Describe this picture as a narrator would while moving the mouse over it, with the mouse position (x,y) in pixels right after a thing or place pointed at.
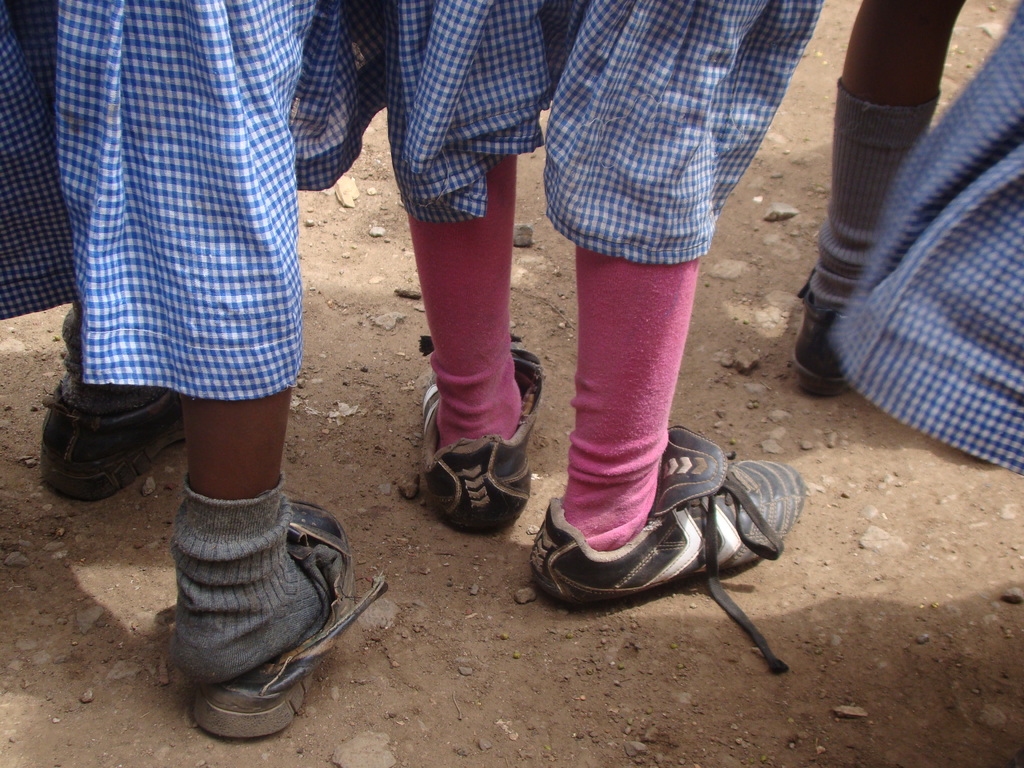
This picture shows few people (778,557) standing and we see their legs (512,401). They wore shoes (343,560) and we see few grey socks (860,253) and a pair of pink socks (614,339).
